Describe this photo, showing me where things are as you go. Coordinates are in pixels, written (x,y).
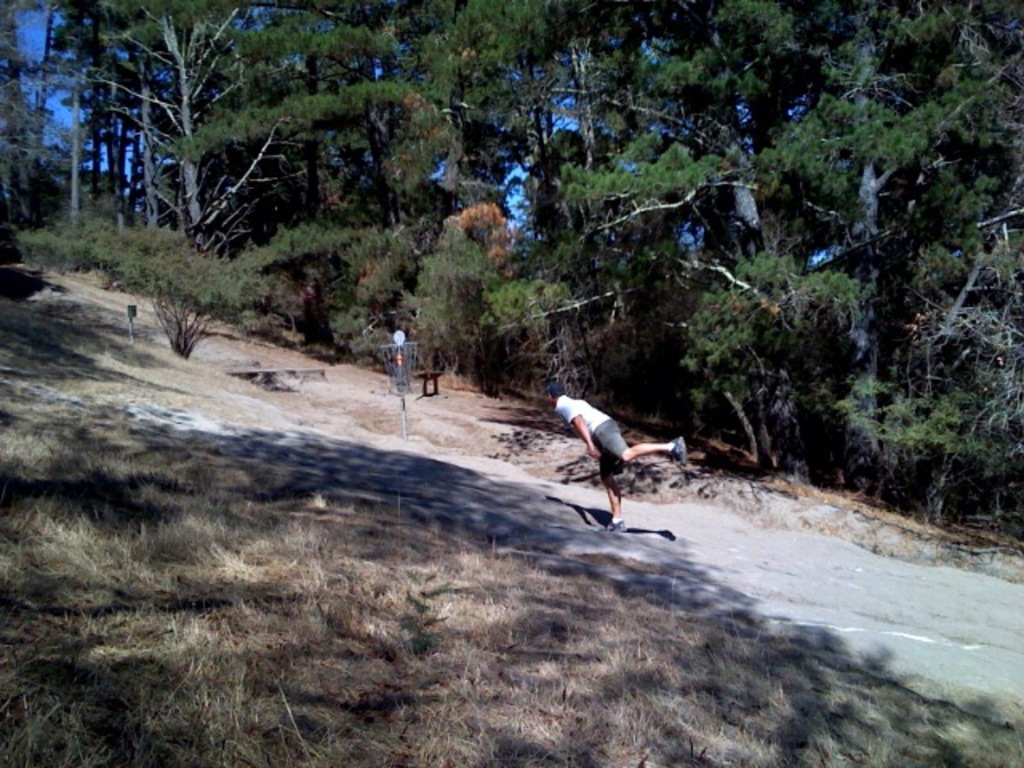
In this image we can see a person (617,430). There are few objects (402,350) on the ground (372,389). There is a blue sky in the image. There are many trees (66,71) and plants (418,348) in the image.
